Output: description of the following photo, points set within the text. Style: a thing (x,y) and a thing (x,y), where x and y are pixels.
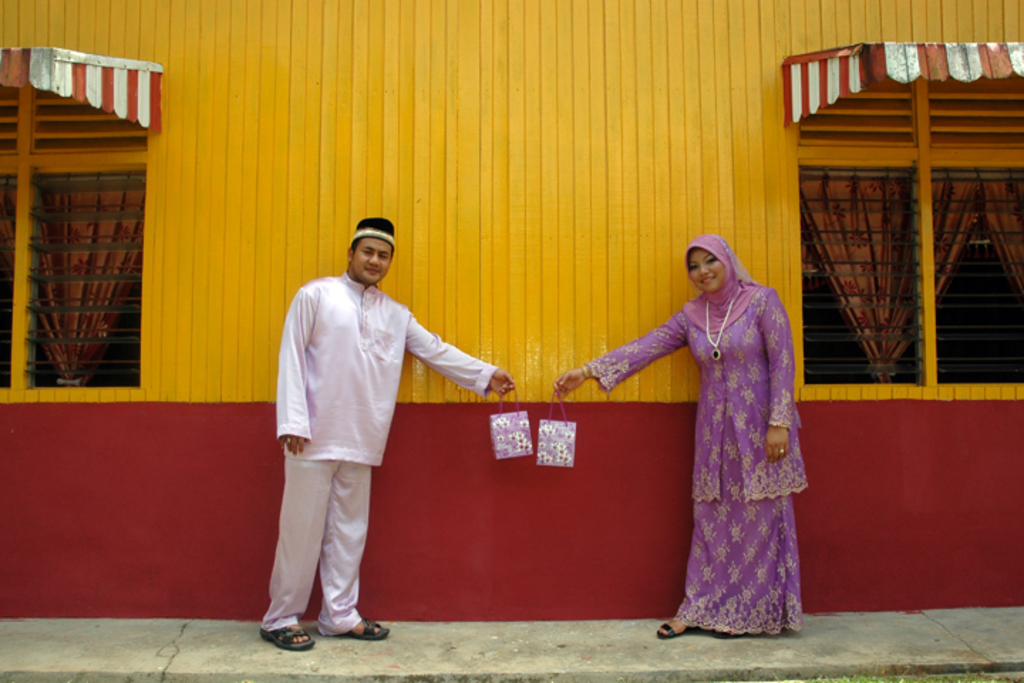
There are two people (559,383) standing and holding bags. Background (533,364) we can see wall (596,31), windows (832,337) and curtains (87,203).
